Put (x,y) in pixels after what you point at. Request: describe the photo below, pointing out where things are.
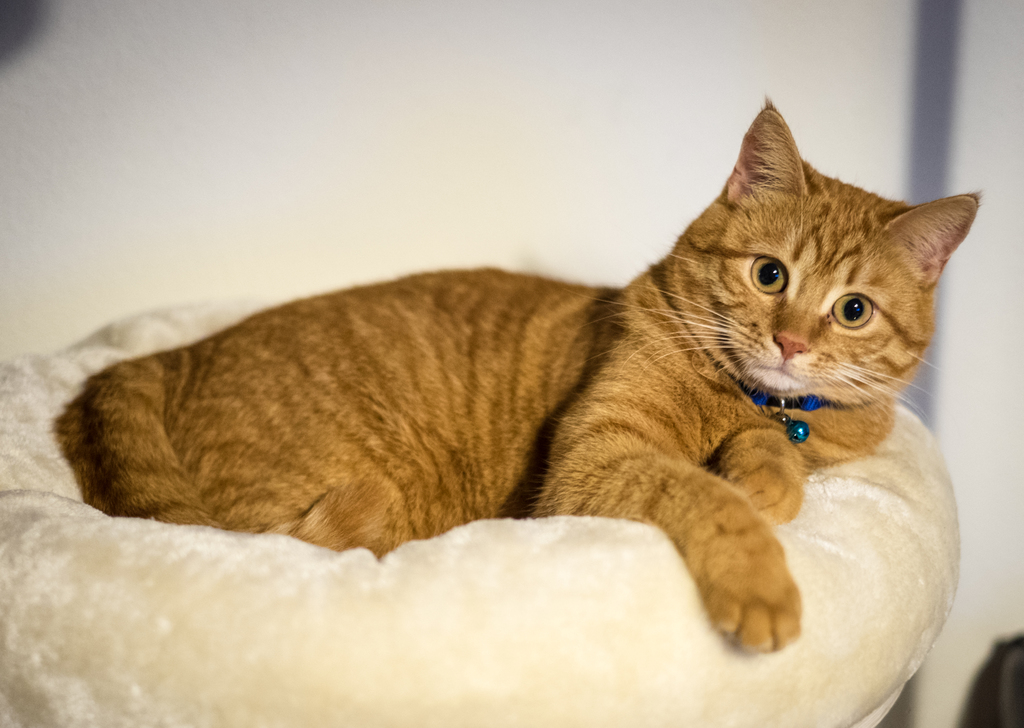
In this picture I can see a cat (657,405) is sitting on a white color object (566,633). The cat (757,437) is wearing some object (793,424). In the background (473,167) I can see white color wall (494,159).
